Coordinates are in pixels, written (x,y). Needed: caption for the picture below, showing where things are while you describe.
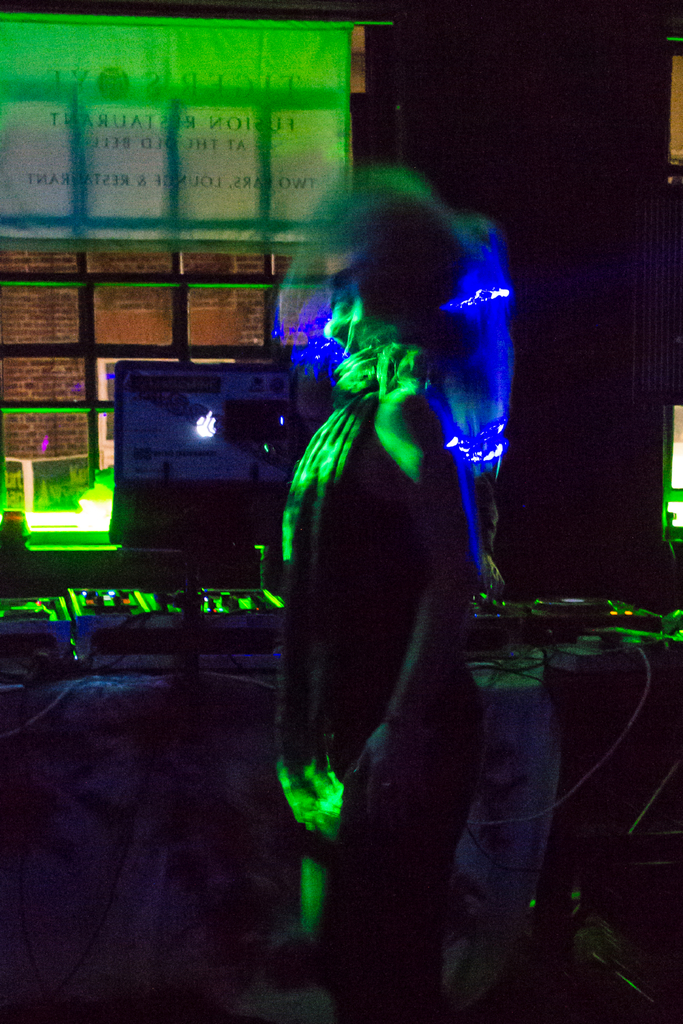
This is a dark picture, we can see a person (356,724) standing and there is a wall (588,140).
